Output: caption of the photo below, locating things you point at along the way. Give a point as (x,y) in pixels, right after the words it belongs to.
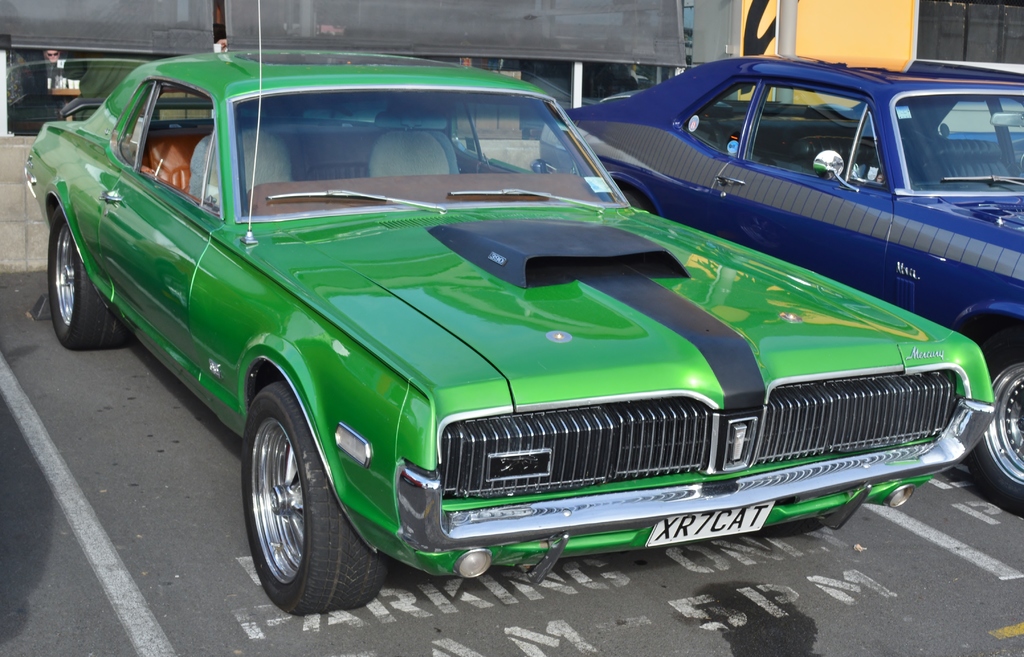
In this image I can see few cars (677,279) and I can see colour of these cars (611,256) are green and blue. I can also see few white lines (109,567) and something is written over here. In the background (38,72) I can see few people (62,70).
